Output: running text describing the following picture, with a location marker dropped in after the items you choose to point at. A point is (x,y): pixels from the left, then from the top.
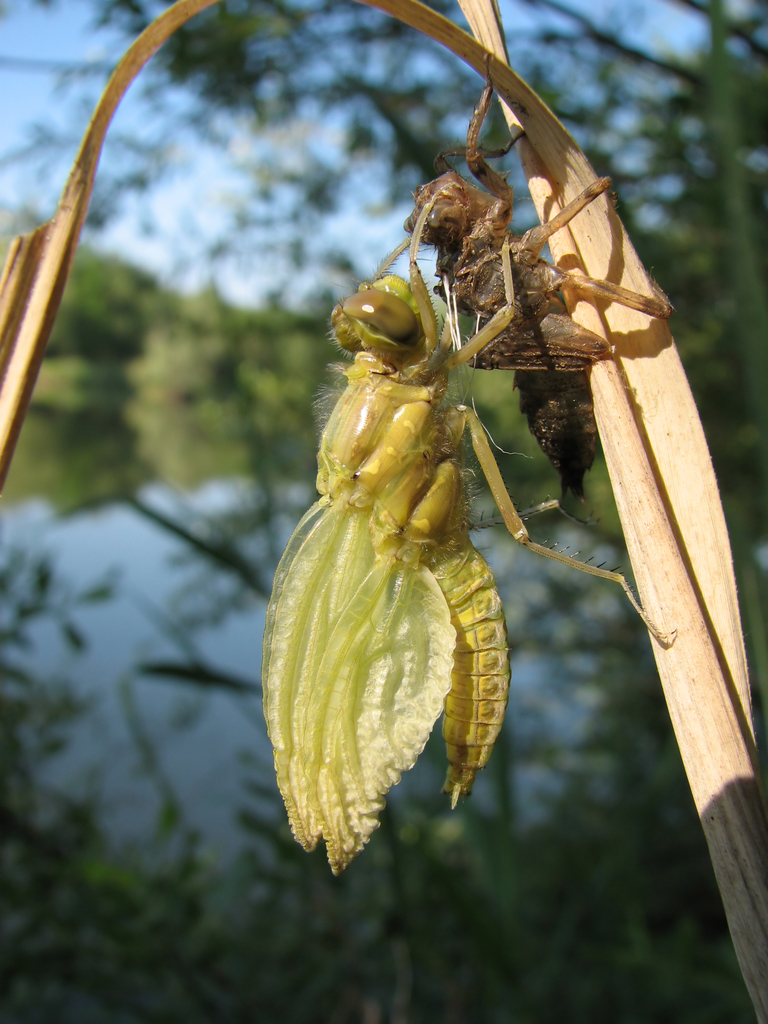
In this image I see 2 insects (488,365) which are of brown and green in color and these 2 insects (371,302) are on this thing (619,259) and I see that it is a bit green and blue in the background (225,365).
